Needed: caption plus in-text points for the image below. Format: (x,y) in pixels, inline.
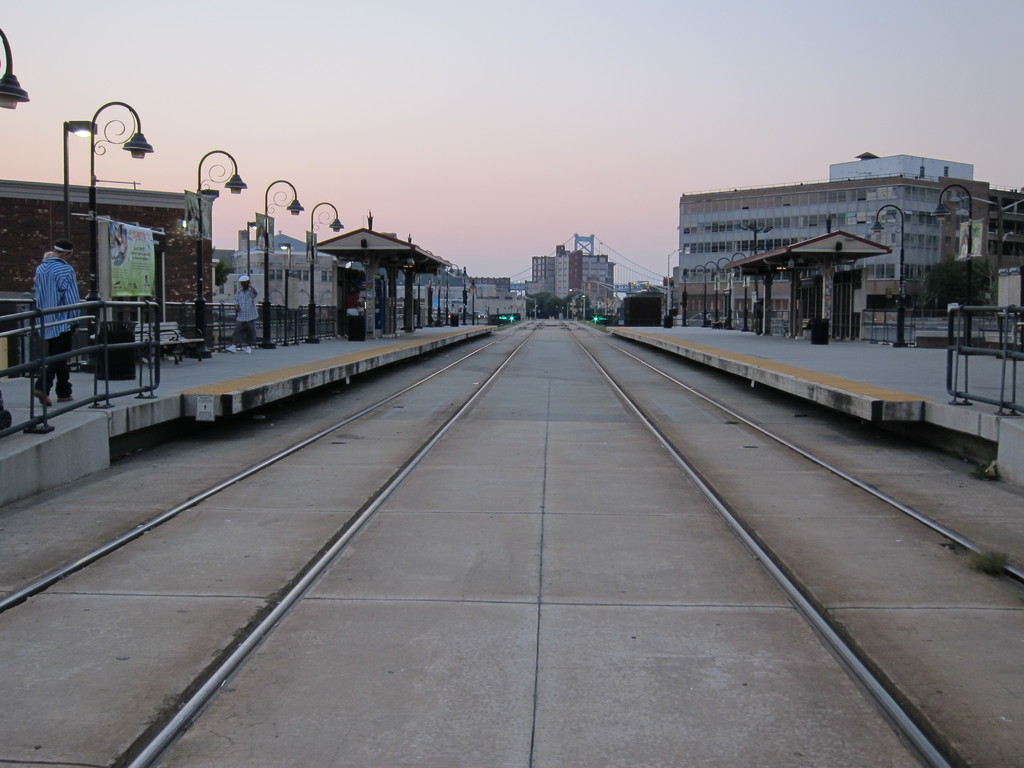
In this image I can see the railway track (551,571). On the left side (244,325) I can see some people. On the left (177,192) and right side (698,231), I can see the buildings (782,230). At the top (615,238) I can see the sky (556,74).
